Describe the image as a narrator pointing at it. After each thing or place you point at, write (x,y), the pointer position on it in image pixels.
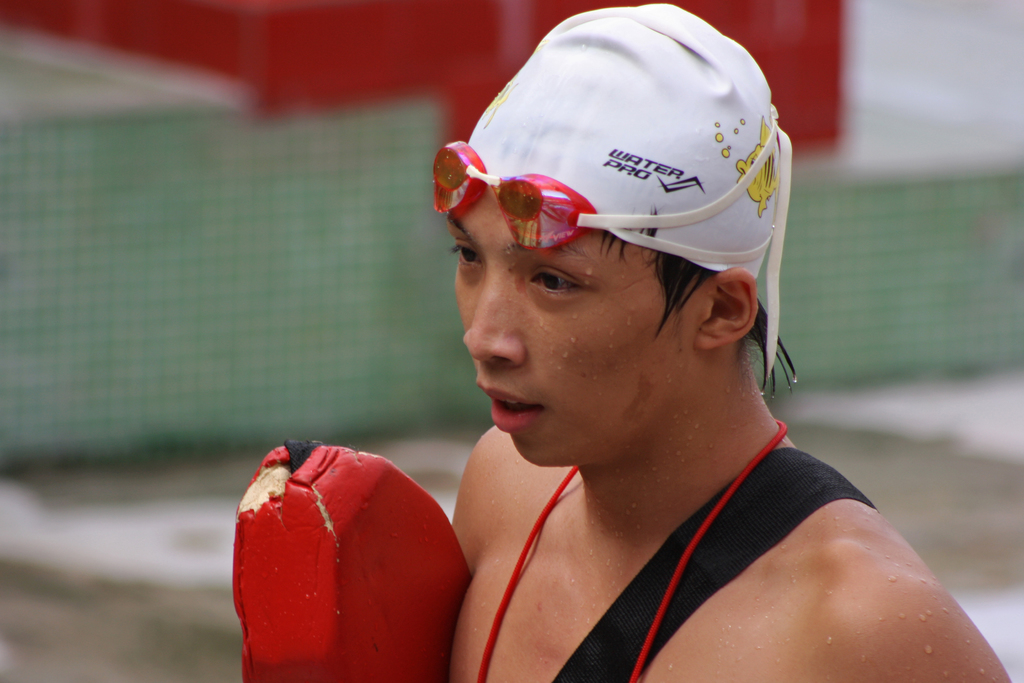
In this picture there is a person (742,164) with white cap (638,169). At the back (1005,283) image is blurry and it looks like a board (307,9) and fence (284,314).
